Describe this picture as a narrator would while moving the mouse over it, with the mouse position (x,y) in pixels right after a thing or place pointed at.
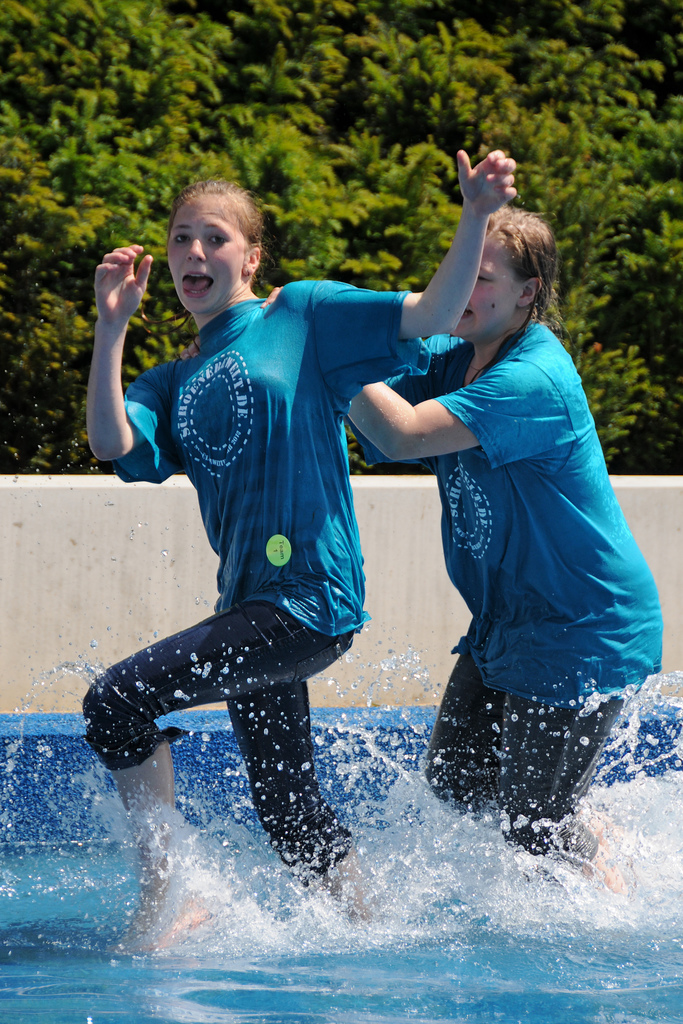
This picture shows couple of women (297,676) walking in the water (262,899) and they wore a blue color t-shirts (297,602) and black color trousers (233,654) and we see trees (425,213) and a wall (375,532).
